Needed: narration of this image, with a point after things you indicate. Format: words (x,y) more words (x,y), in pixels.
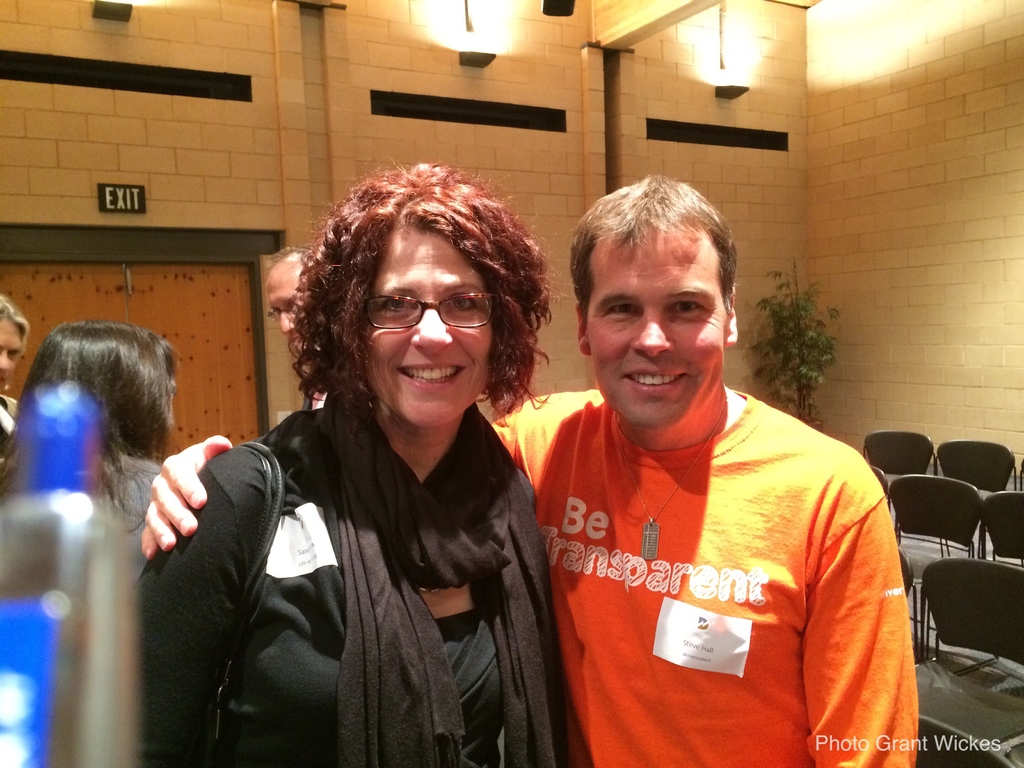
This picture shows few people (616,513) standing and man (598,635) holding a woman (187,545) with his hand (188,460). She wore spectacles (480,304) on her face (428,358) and she wore a handbag (266,515) and we see a water bottle (45,495) and couple of lights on the wall (782,265) and we see a plant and we see chairs (966,573) and a sign board (107,203) on the wall (85,195).
